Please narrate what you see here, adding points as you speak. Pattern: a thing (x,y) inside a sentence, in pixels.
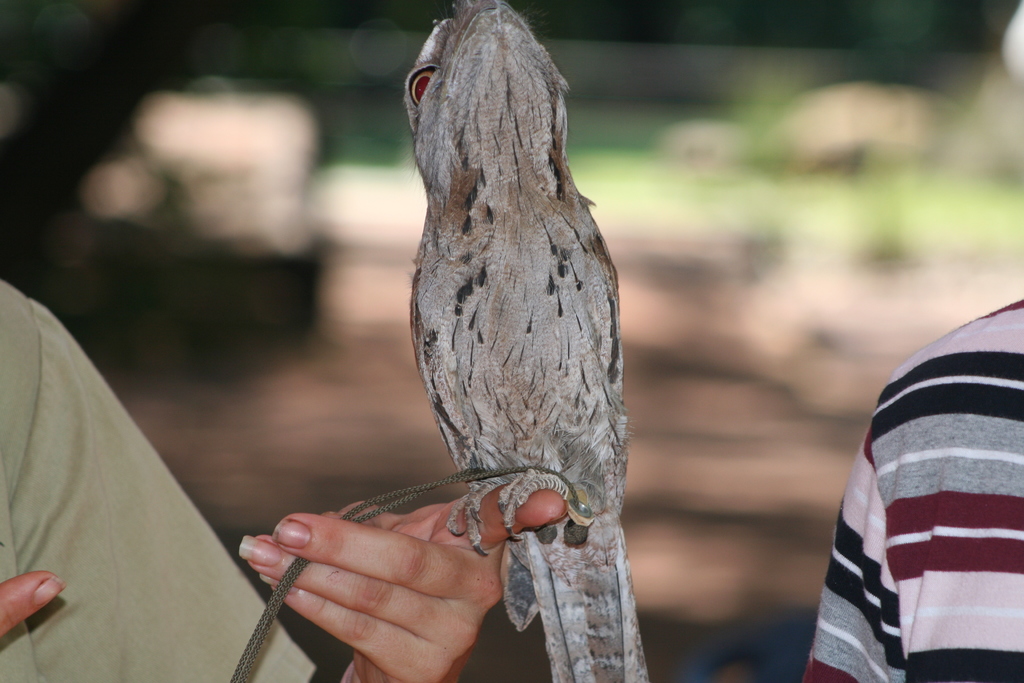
In this image we can see two persons (1009,478), a bird (529,452) on the person's hand (414,552) and a person (315,548) holding a thread (397,492) and a blurry background (413,476).
